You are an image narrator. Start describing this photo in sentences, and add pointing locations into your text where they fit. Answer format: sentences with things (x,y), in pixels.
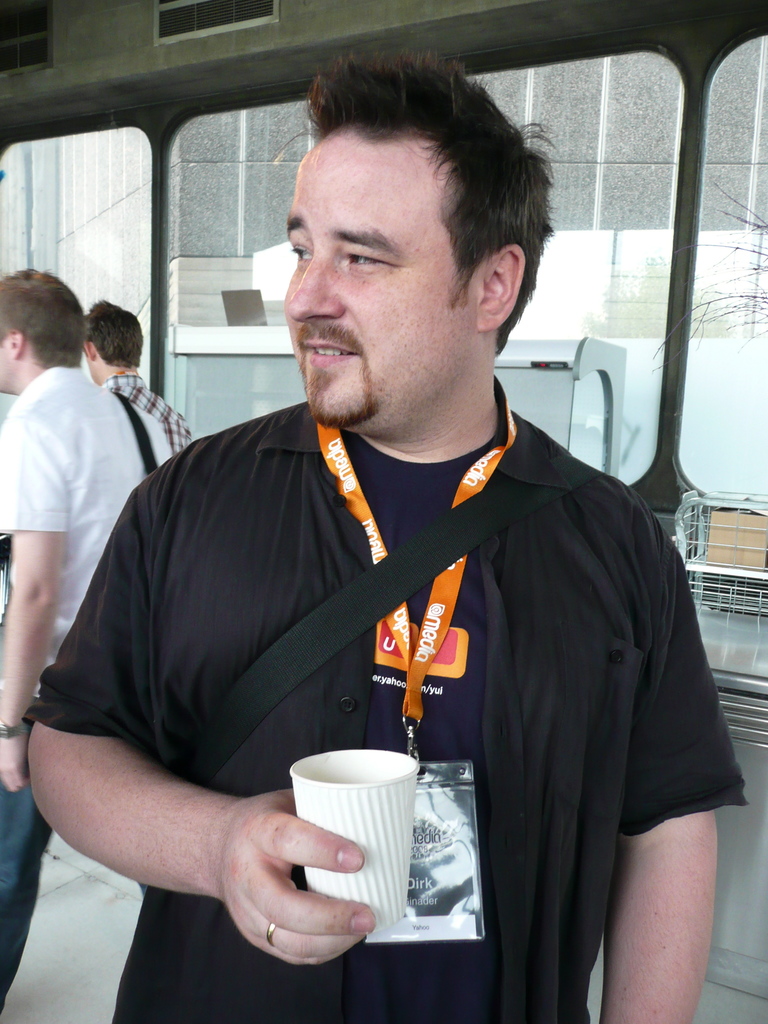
In this picture we can see a man (545,982) and he is wearing an id card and holding a cup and in the background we can see two people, wall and few objects (767,637).
